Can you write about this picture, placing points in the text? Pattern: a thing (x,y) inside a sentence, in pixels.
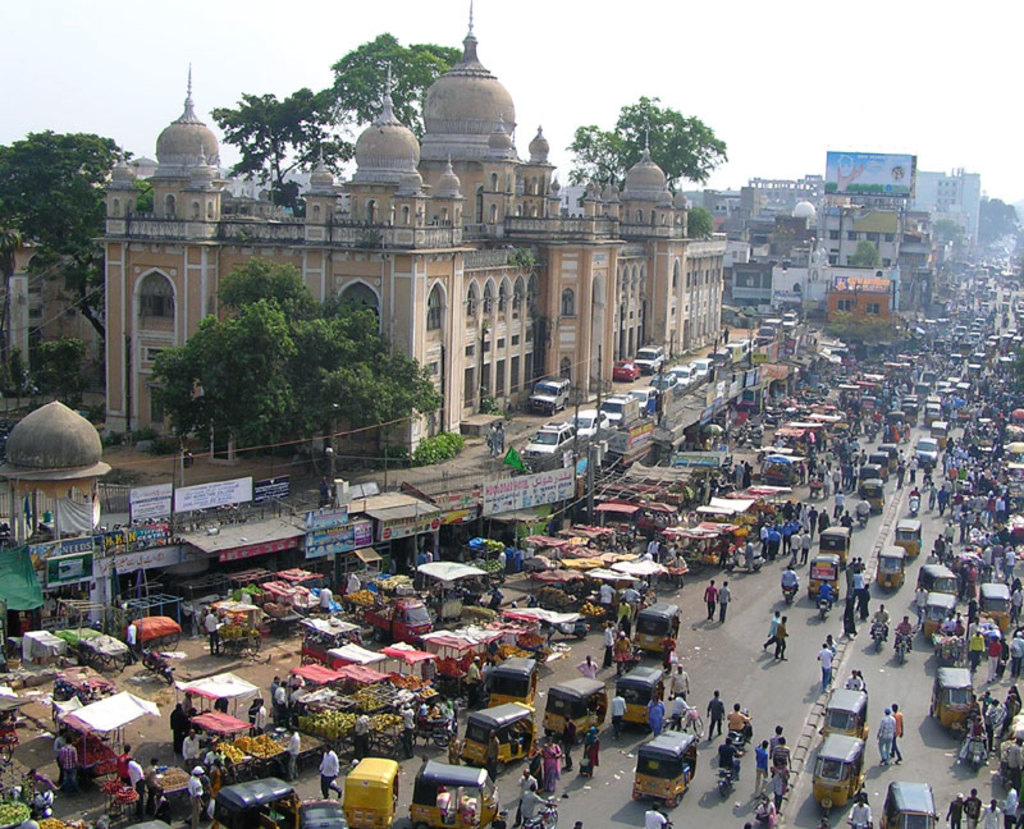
In this image there is a road (713,578) on which there are so many people (831,585) and so many vehicles (816,585). Beside the road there are some fruits selling shops (436,664). On the left side (226,262) there is a building (423,321). In the background (840,190) there is a hoarding (840,190) above the building (848,241). On the left side (86,203) there are trees (280,119) behind the building (320,276).
